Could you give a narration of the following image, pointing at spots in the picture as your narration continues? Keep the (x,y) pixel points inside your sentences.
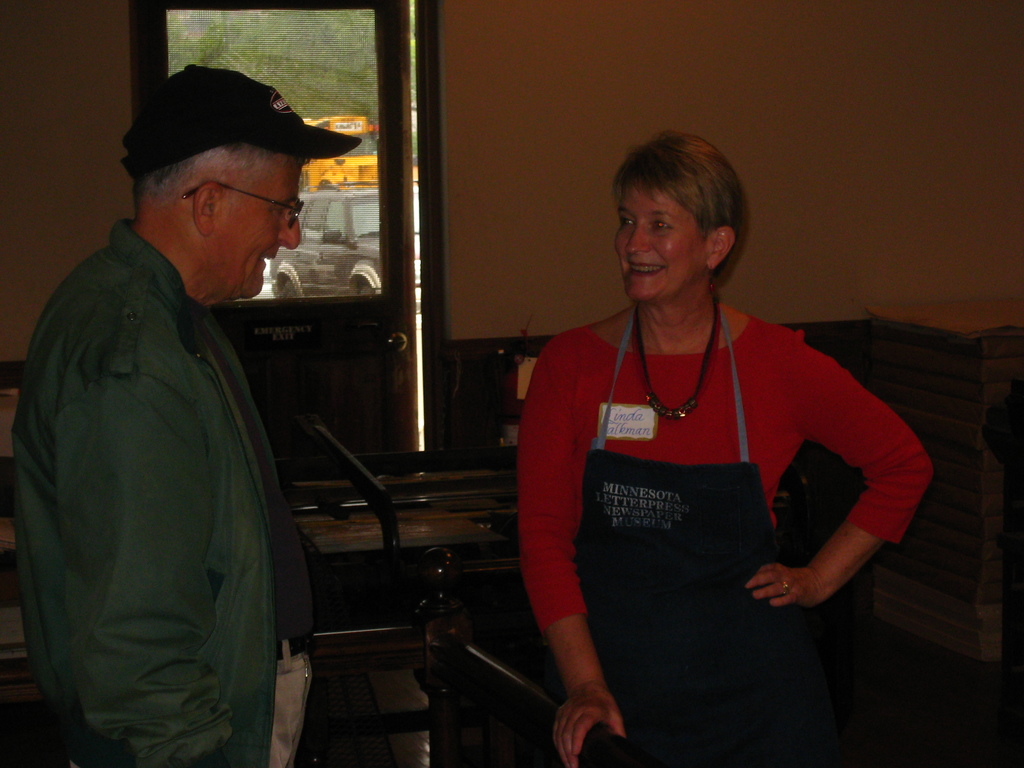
On the left side (175,272), there is a person (172,317) in a shirt (202,653), wearing a cap (262,123) and a spectacle (293,216) and standing. On the right side (701,151), there is a woman (548,374) in red color T-shirt (566,593), holding a fence (615,742), smiling and standing. In the background (590,112), there is a door (401,252) and a wall (534,148). Through this door (347,78), we can see there are vehicles (332,252) and trees (365,73).
